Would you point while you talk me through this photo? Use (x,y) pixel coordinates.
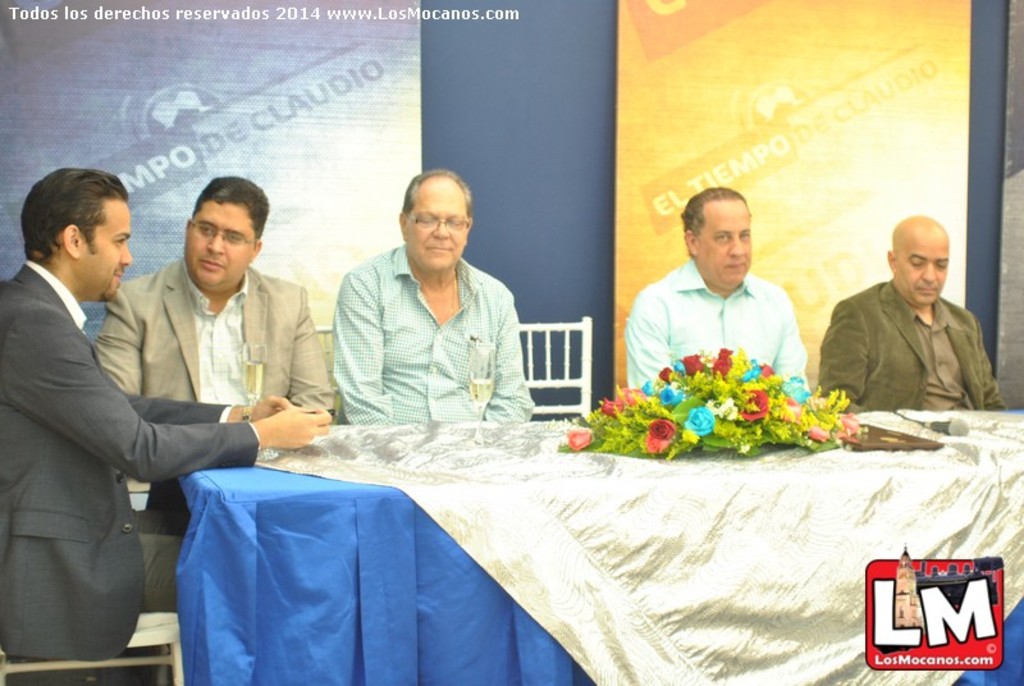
In this image we can see five men (193,343) are sitting on white color chairs (553,382). In front of them, table (923,506) is present. On the table (410,517), we can see mic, file (891,436) and bouquet (694,428). In the background (422,134), we can see the banners (766,118).
